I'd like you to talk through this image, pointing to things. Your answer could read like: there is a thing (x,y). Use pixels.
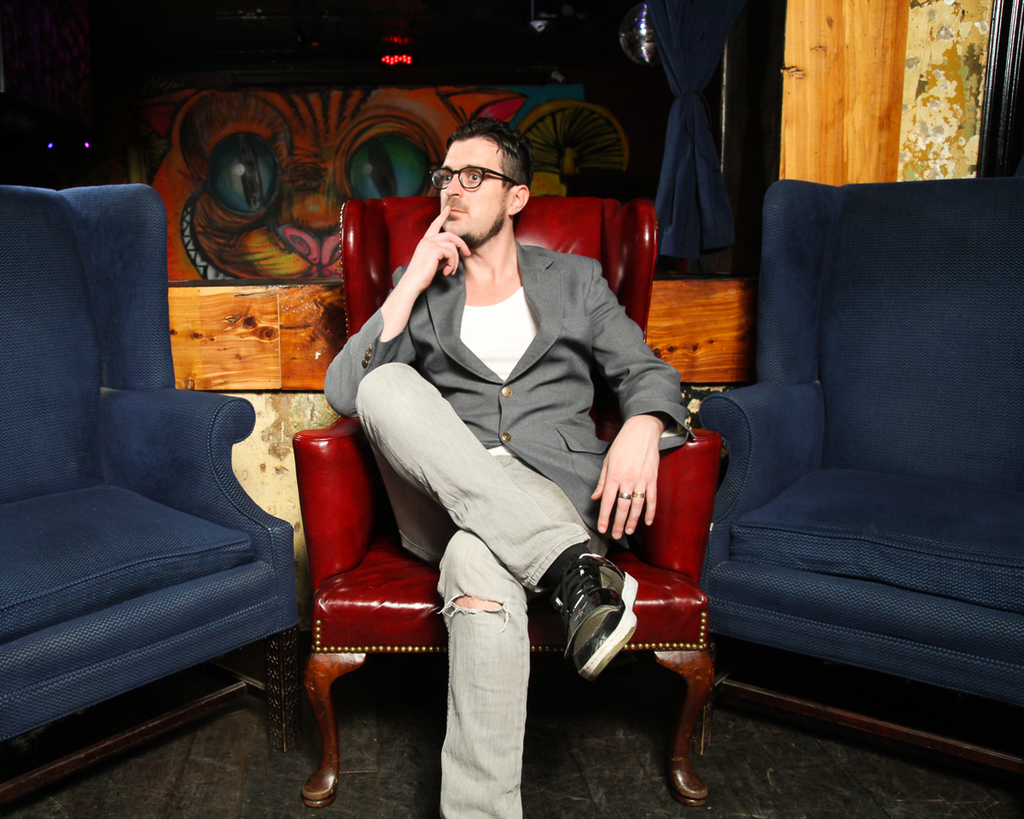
In this picture there is a man (557,268) sitting on the sofa (556,240) in the middle (363,526), the sofa (402,255) is in red in color. Besides him there are two sofas (851,305) which are in blue. He is wearing a grey blazer (569,347), cream trousers (545,532) and black shoes (576,559). In the background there are some wooden planks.
